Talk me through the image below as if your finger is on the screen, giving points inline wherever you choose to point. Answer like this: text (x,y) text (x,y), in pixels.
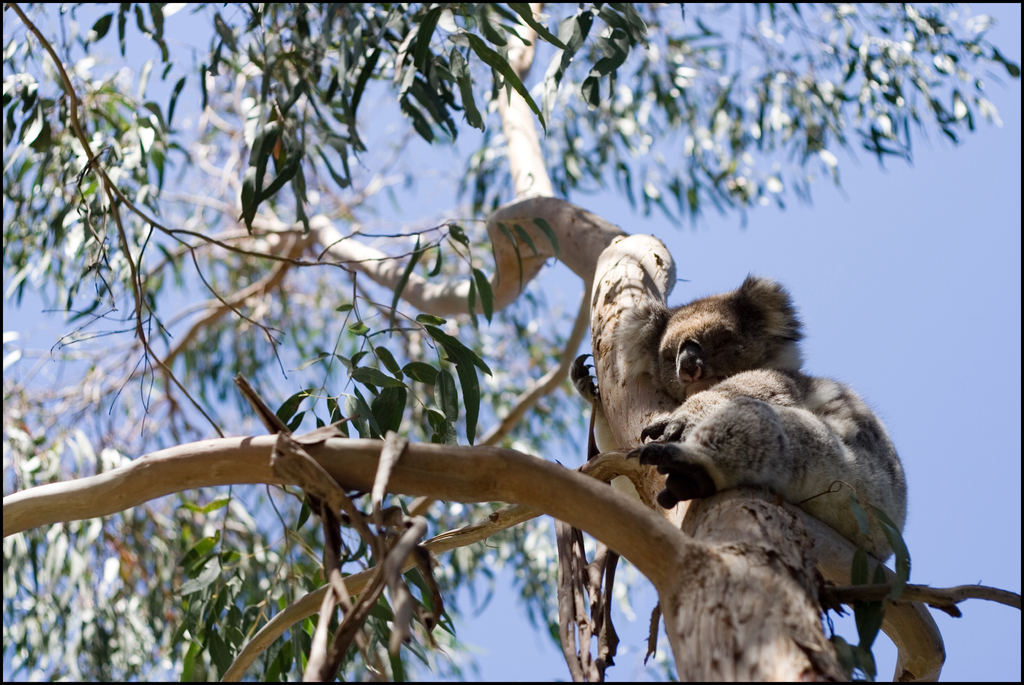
In this image we can see a koala bear (675,380) on the tree (756,554). In the background (900,318) there is a sky (927,313).
